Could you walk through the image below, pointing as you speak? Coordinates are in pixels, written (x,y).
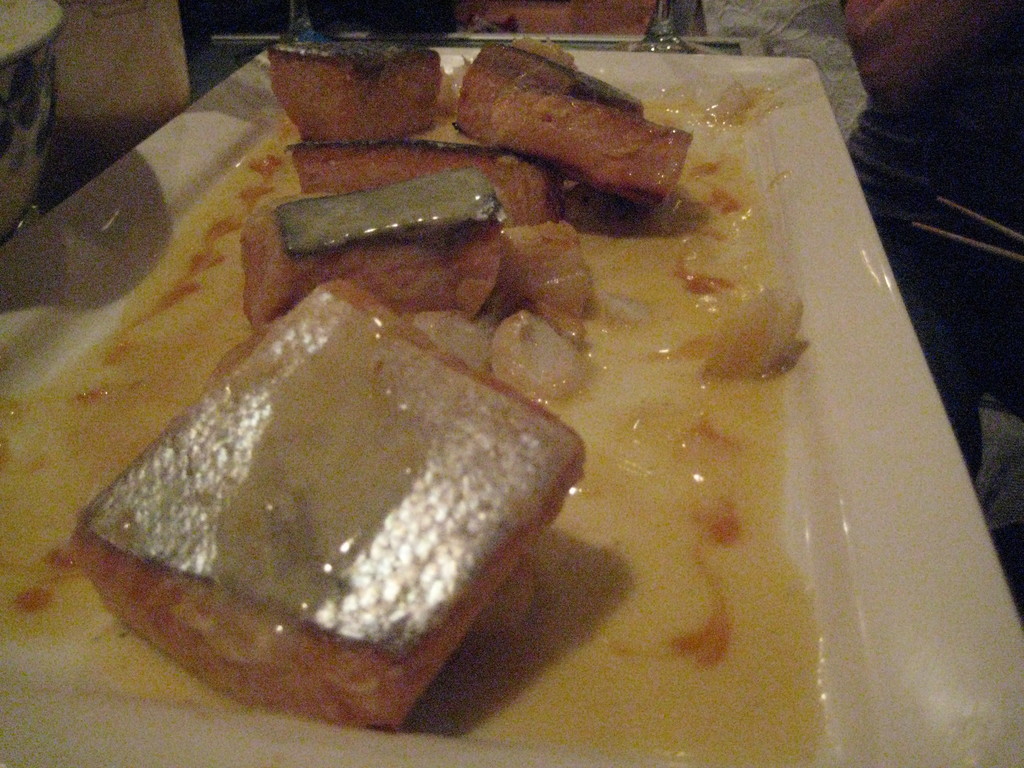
Here we can see food items (424,355) and soup (648,701) in a plate (131,185). In the background (83,120) there are some objects (591,15).
